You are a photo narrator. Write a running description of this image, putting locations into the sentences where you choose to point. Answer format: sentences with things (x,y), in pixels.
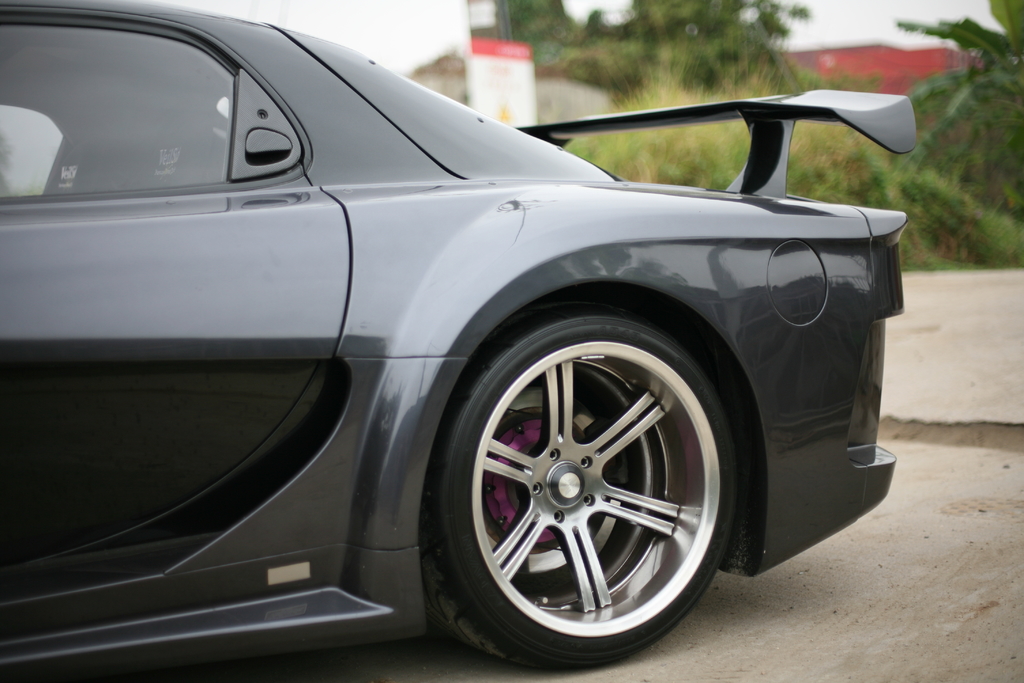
In this images we can see a car (717,385) on the ground (648,681). In the background (677,165) the image is blur but we can see a hoarding (518,100), building (807,60), plants (748,68), trees (735,39) and sky (819,35).
